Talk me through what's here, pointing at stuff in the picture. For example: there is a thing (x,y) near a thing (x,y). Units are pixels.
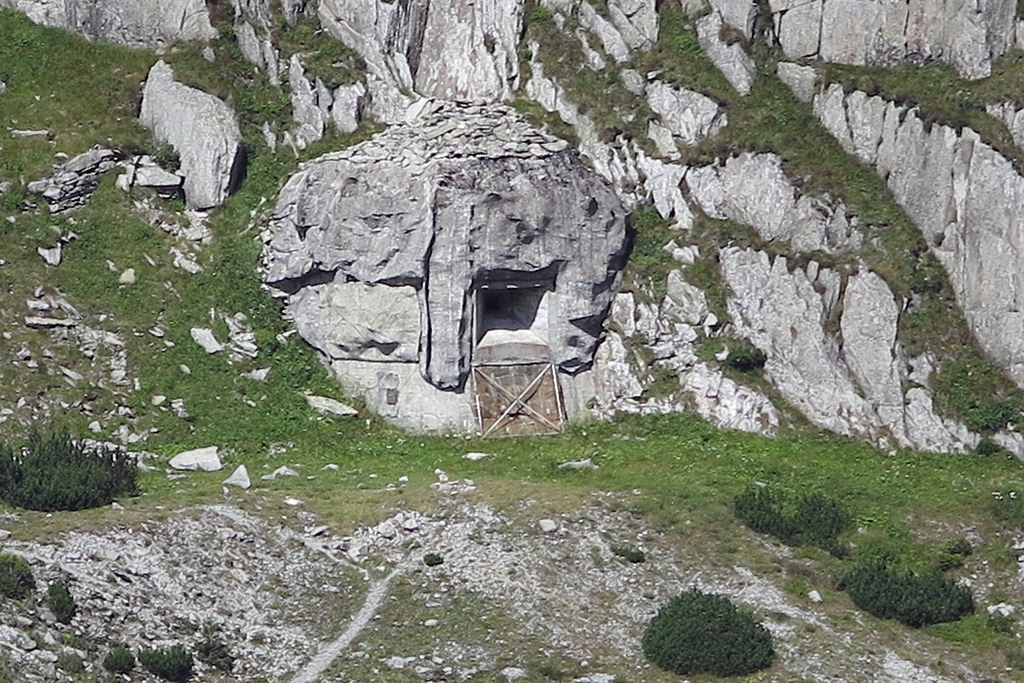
In this image we can see many rocks (643,172). There is a grassy land (685,472) in the image. There is a wooden object (527,407) in the image. There are few plants (681,650) in the image.
